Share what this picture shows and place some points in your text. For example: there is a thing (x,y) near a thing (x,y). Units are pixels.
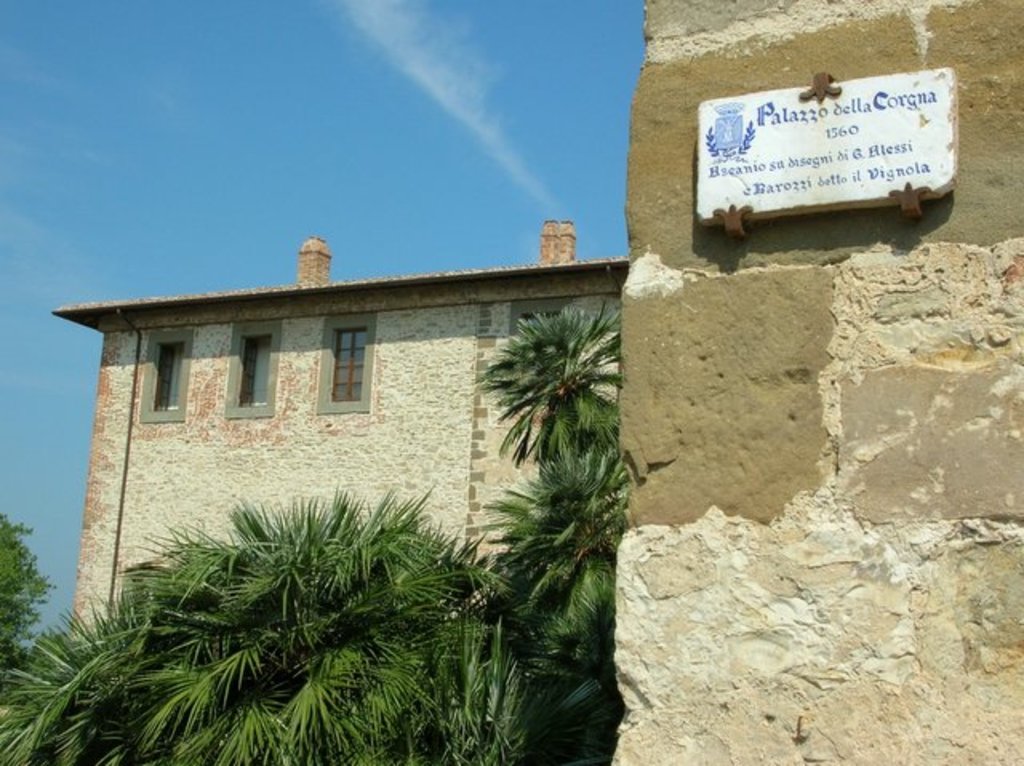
In this picture we can see a wall (788,475) and a board (794,154) on the right side (766,201), there are some trees (487,639) on the left side (169,661), we can see a building (341,443) in the background (447,407), there is the sky (370,97) at the top of the picture (387,47).
